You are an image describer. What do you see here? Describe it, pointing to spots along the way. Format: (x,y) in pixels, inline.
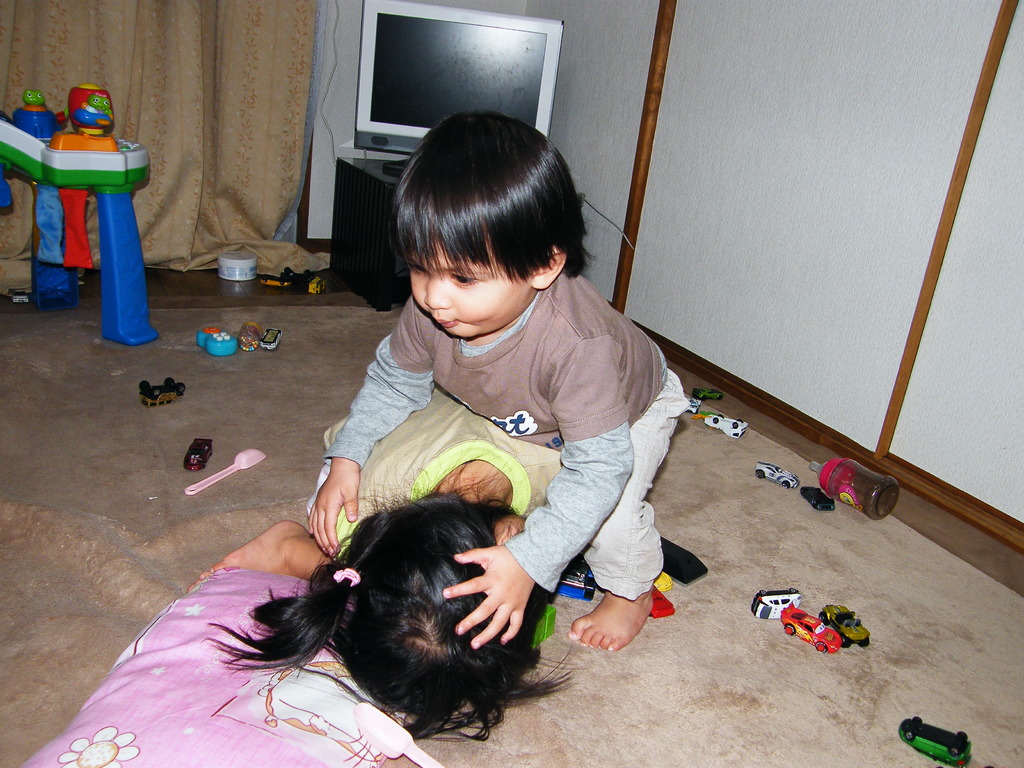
In this image I can see 2 kids (596,449) are fighting, this kid (611,391) wore t-shirt (639,370), trouser (645,436). At the bottom (346,718) it looks like a pillow (313,714), on the right side (715,412) there are toys (813,494) on the floor (789,525). In the middle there is the t. v (500,79). On the left side (139,63) there is a curtain (93,24).
